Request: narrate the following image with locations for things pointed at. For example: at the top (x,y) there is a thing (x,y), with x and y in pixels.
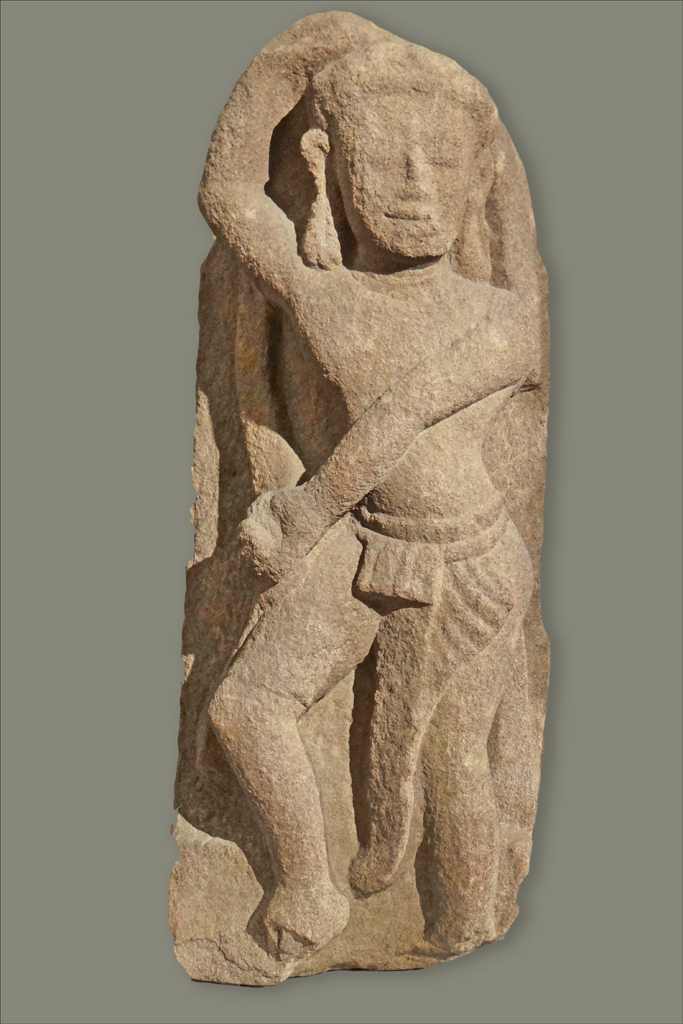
In this picture there is a sculpture (266,381) made out of stone (319,543).
